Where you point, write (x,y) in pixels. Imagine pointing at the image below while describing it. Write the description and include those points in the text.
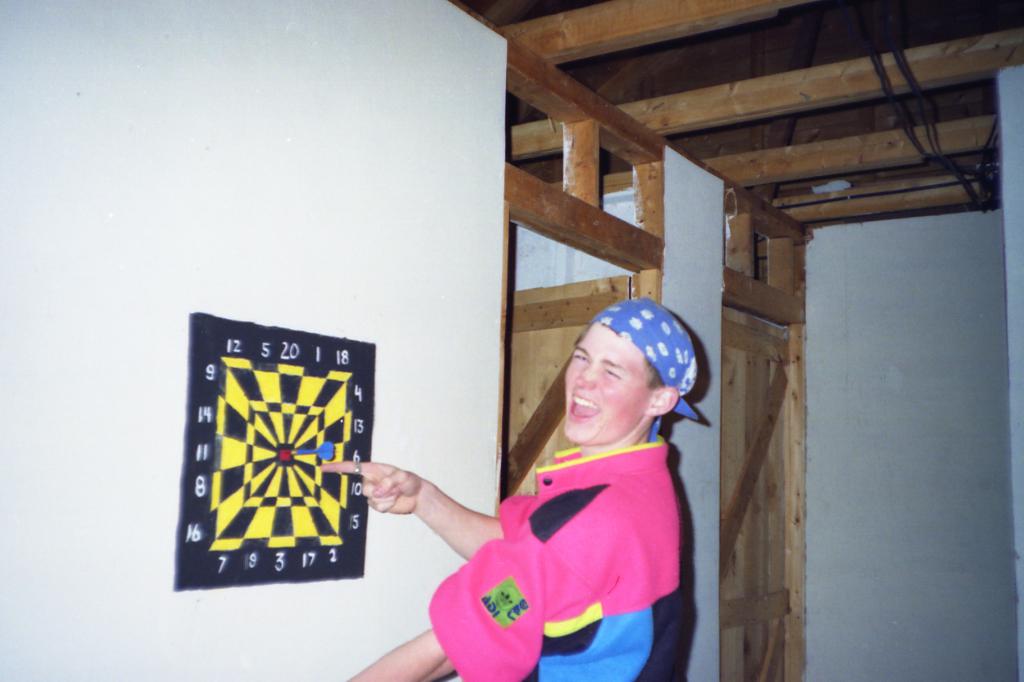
In this image in the center (583,432) there is a man (587,514) standing and smiling. On the left side (294,410) there is a gaming board (270,481) hanging on the wall (138,343) and there are doors (726,468) and the wall (563,247) is white in colour.
